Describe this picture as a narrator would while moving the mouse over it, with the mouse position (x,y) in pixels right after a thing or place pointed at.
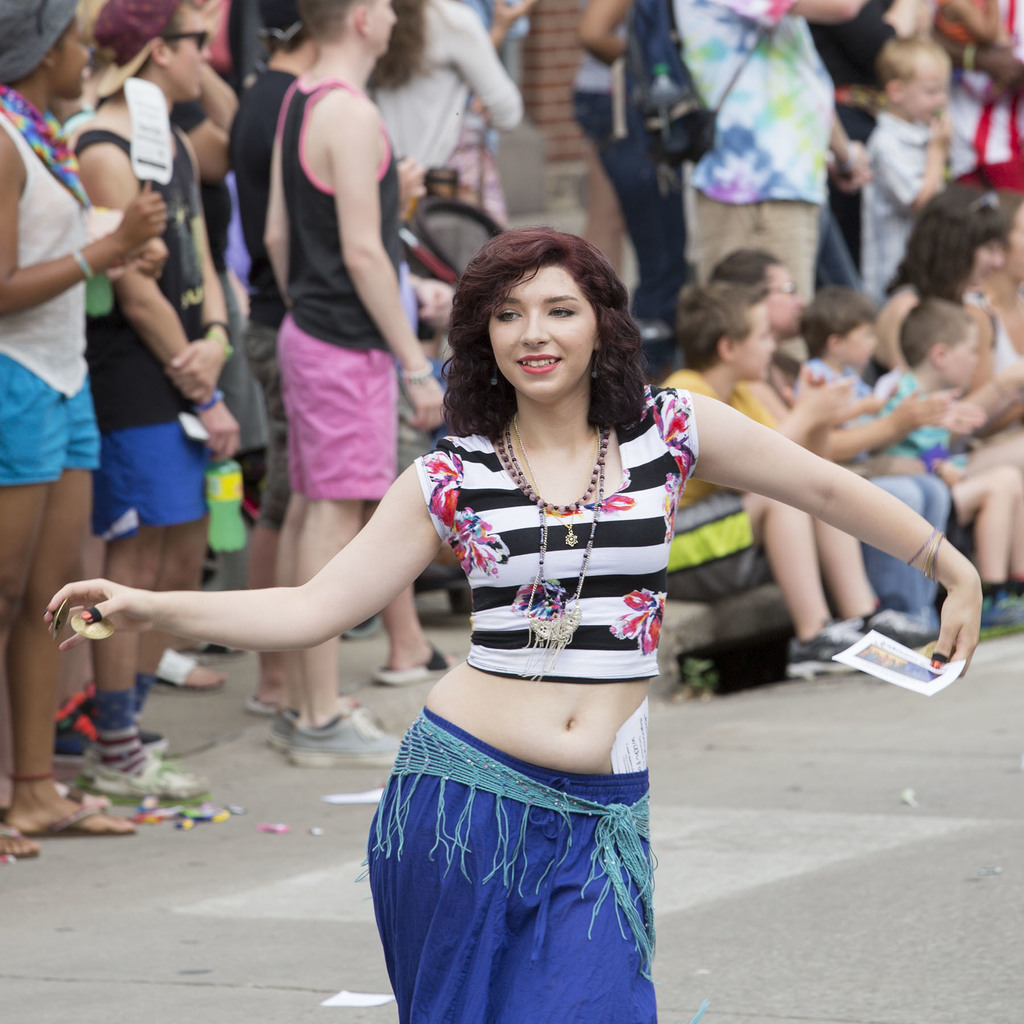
In this image I can see a woman (613,569) wearing white, black and red top (570,562) and blue skirt (453,944) is standing and holding a paper (957,669) in her hand (960,649). In the background (481,198) I can see few people (394,115) standing and few persons (811,320) sitting.
